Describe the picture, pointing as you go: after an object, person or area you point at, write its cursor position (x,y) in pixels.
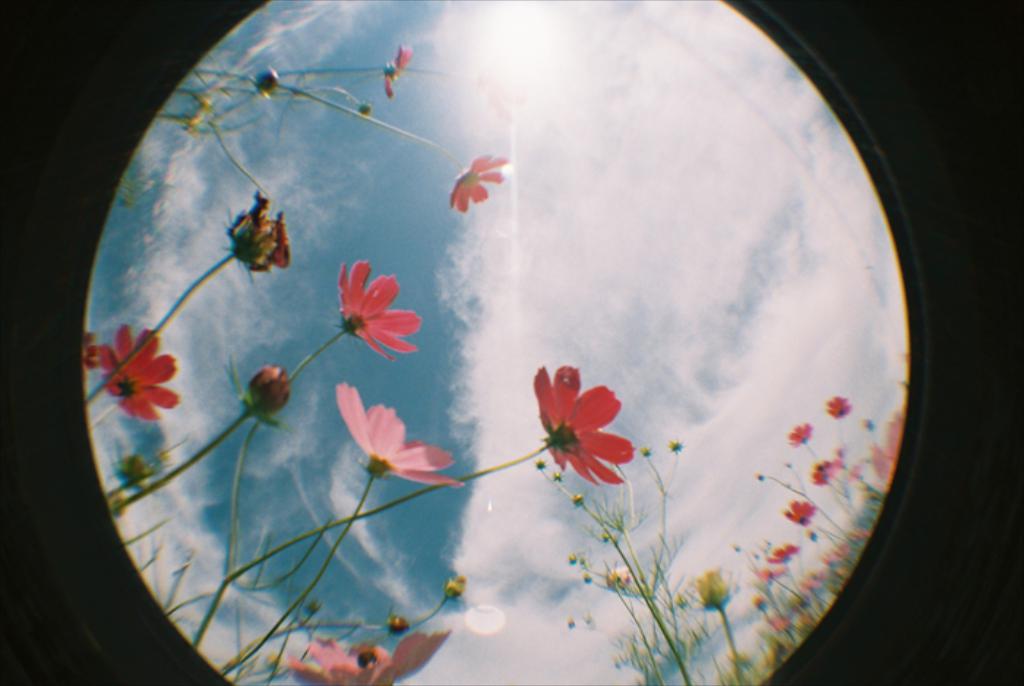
In this picture we can see few flowers (377,473), clouds (510,316), plants (641,584) and dark background (901,111).
